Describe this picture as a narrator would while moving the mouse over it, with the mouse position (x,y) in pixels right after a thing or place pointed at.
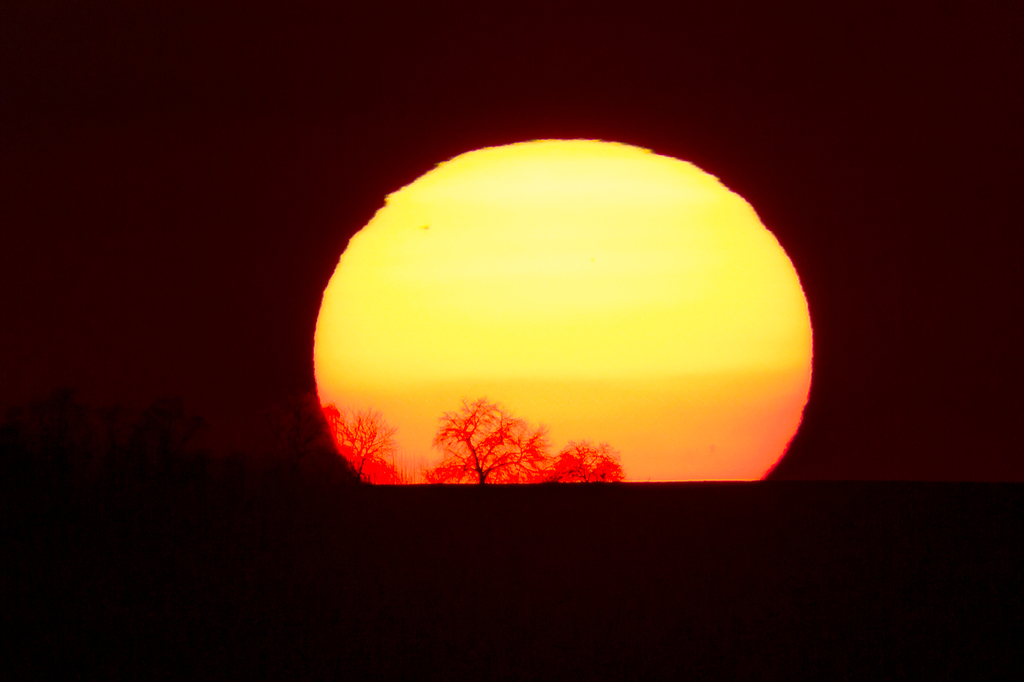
In the center of the picture (576,273) it is sun (528,286). In the foreground (367,462) there are trees (474,460). The edges are dark.
